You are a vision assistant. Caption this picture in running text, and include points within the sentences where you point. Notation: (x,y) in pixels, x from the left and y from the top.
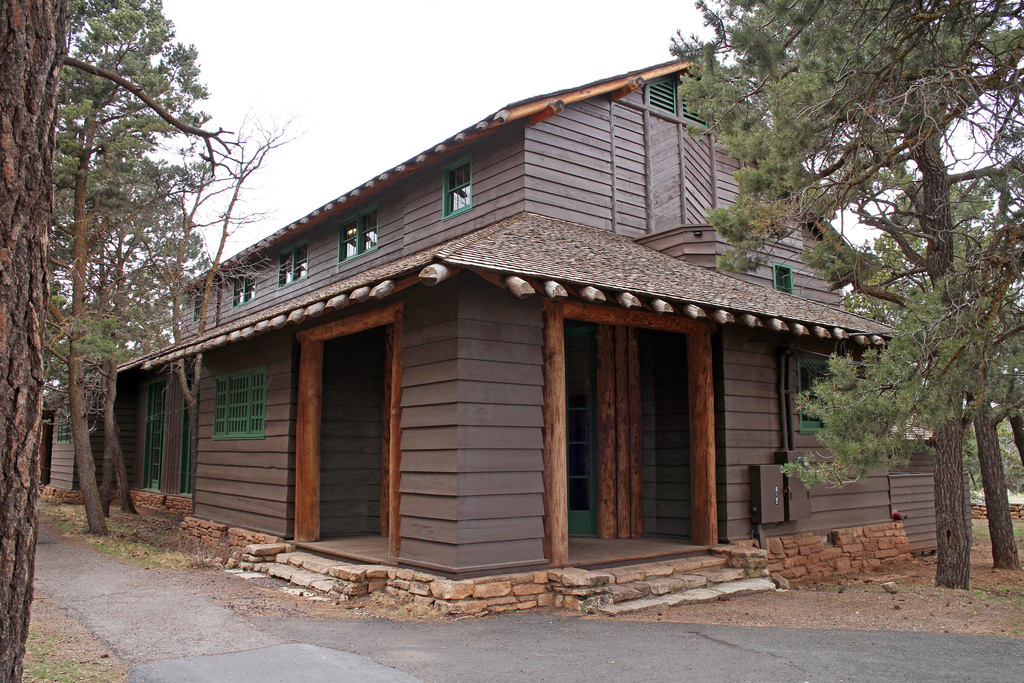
In this picture I can see the road (361,644). I can see the house (377,454). I can see trees (934,265) on the left (23,369) and right side (943,392). I can see clouds (340,57) in the sky (356,54).
